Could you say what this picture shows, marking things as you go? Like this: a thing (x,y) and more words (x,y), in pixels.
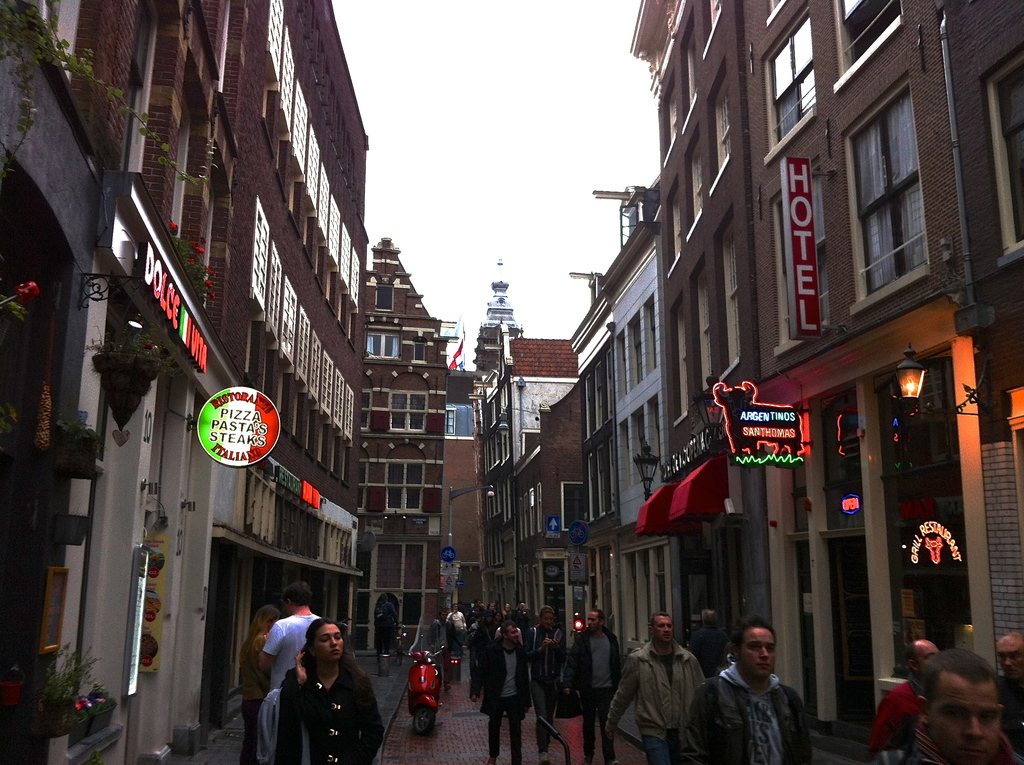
In this image there are buildings (623,357). At the bottom (344,750) there are people (516,731) and we can see a bike (429,714) on the road (429,757). In the background (547,197) there is sky (486,135).
